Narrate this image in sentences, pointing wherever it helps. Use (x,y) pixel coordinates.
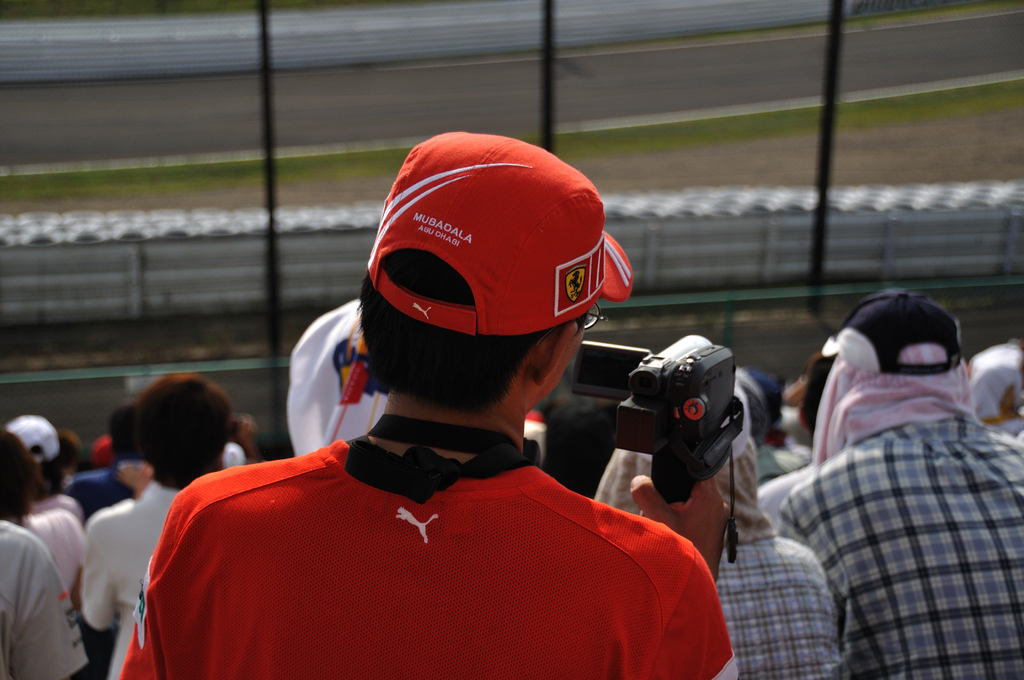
This picture shows few people (558,326) and we see a man (711,506) holding a video camera (699,418) in his hand (698,539) and we see a metal fence (65,61) and a road (320,87), few of them wore caps (42,434) on their heads (859,341).
